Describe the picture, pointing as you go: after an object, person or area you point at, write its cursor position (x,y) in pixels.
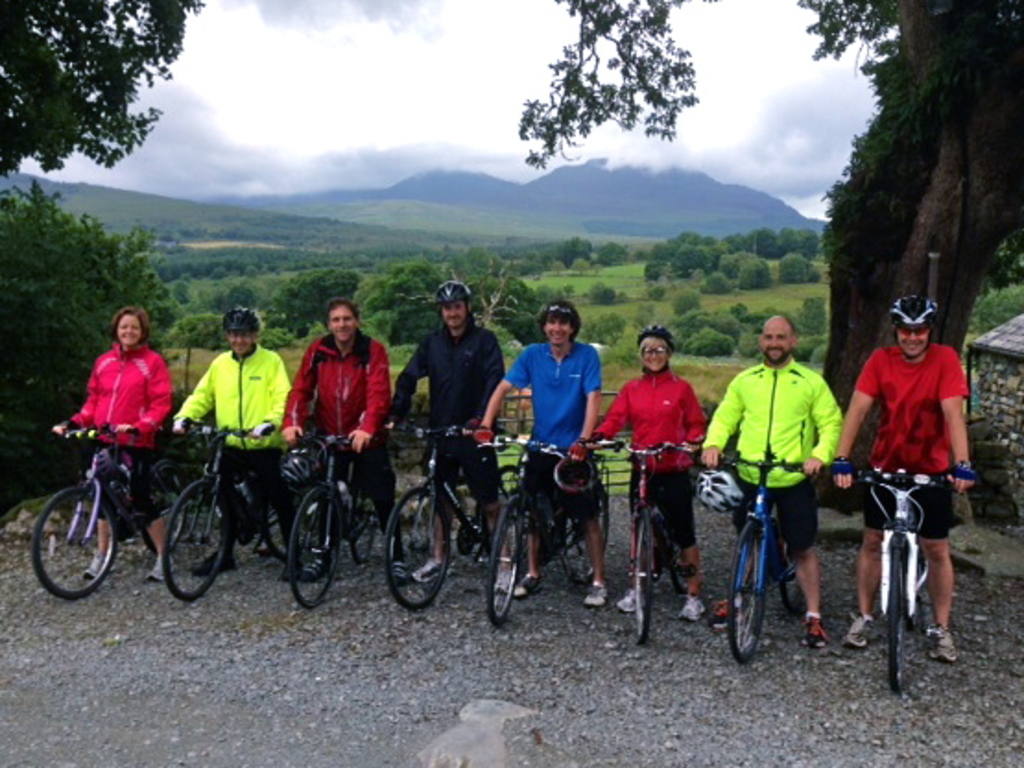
In this image there is the sky (363,103), there are clouds (262,109) in the sky (354,82), there are mountains (489,183), there are trees (793,256), there is the grass (592,280), there are trees (88,122) truncated towards the left of the image (14,129), there is a tree (639,63) truncated towards the top of the image (572,55), there are group of persons (493,389), there are bicycles (484,540), there are helmets (727,497), there is an object (996,448) truncated towards the right of the image (994,368), there is the road (391,678) truncated towards the bottom of the image (498,680).
